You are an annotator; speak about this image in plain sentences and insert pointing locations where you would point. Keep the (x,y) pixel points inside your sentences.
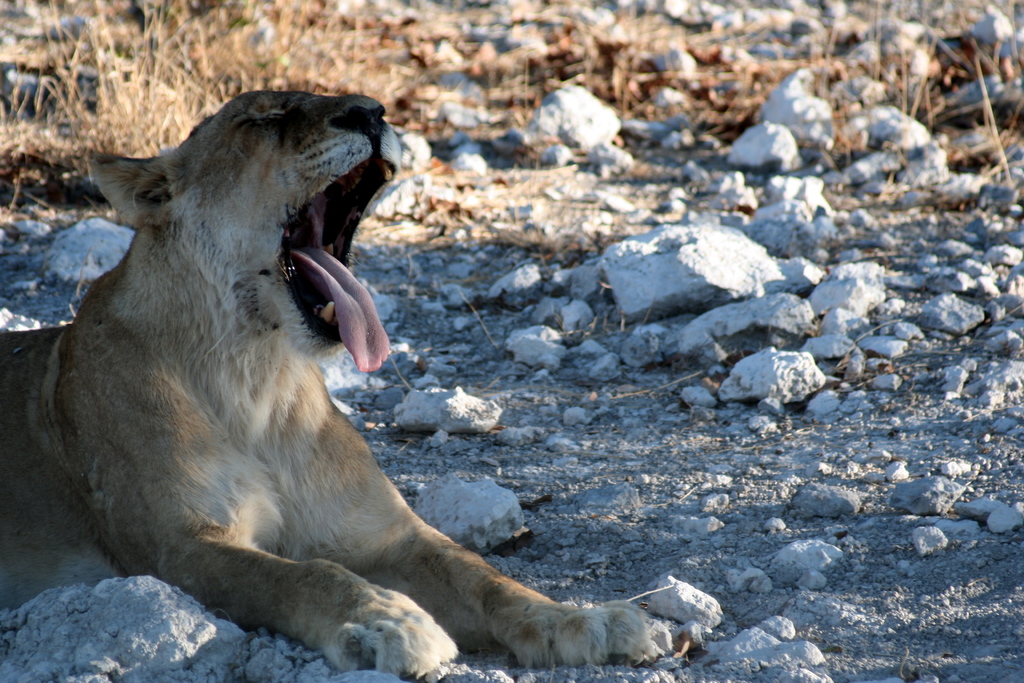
On the left side of the image (219,337) there is a lion (239,316). At the bottom of the image (630,467) there are rocks (743,255) and there is a dried grass (173,66).
